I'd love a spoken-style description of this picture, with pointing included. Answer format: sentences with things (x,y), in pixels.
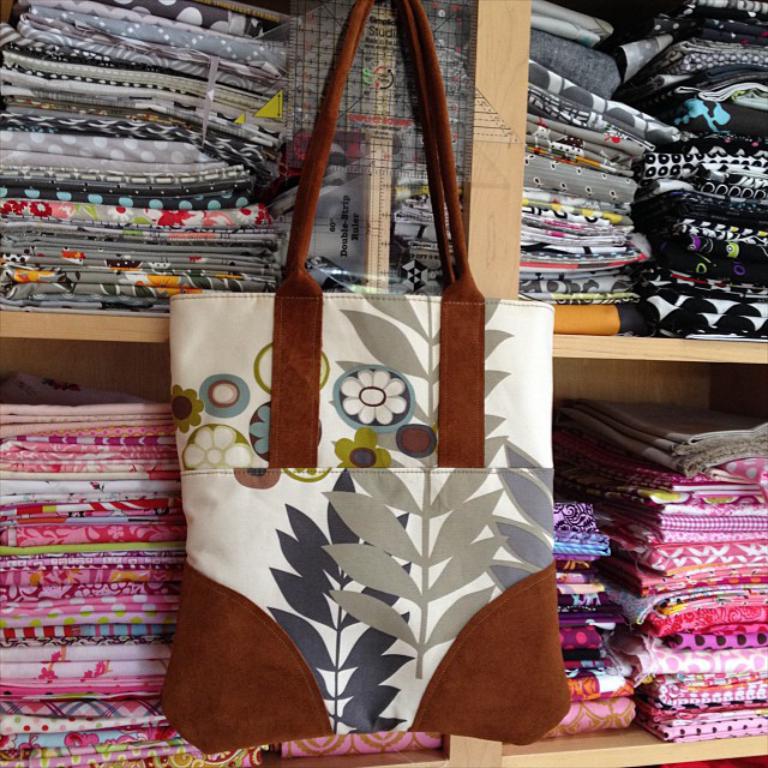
In the picture we can find racks (57,328) with clothes (3,299) and one hand bag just hanged to it.
